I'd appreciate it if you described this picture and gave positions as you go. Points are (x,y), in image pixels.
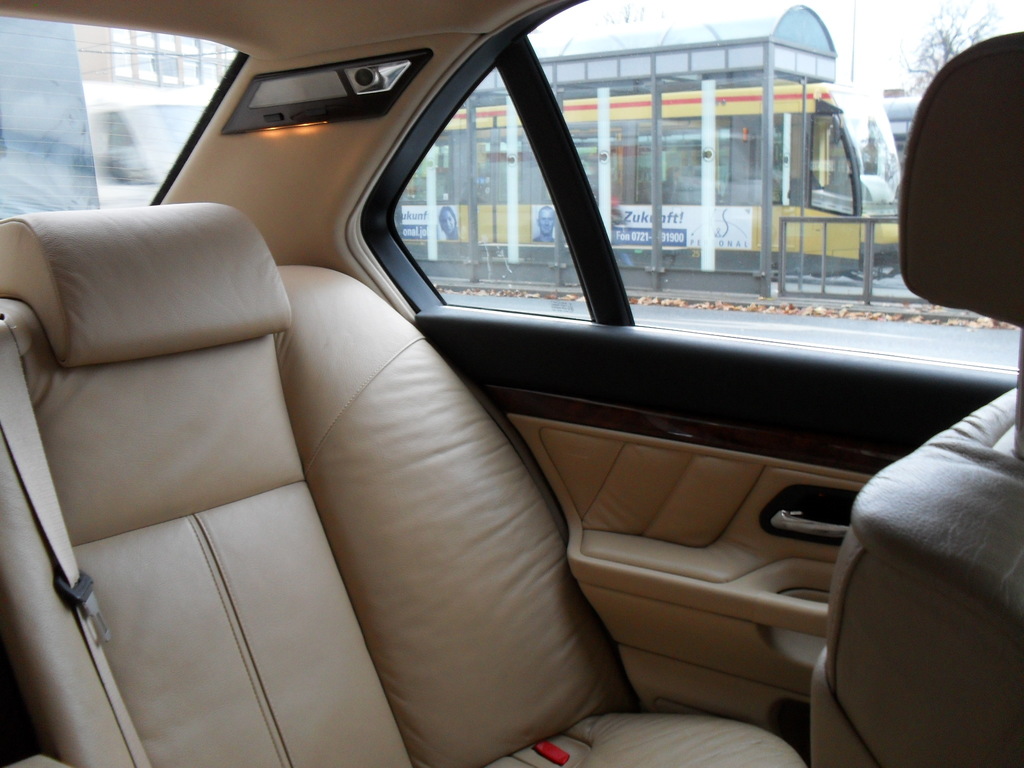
This is the inside view of a car (226,431) where we can see seat (121,618), side door (732,390) and glasses (55,139). Through the glasses (666,213) we can see building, poles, bus stop (628,166), bus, bare tree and sky (877,63).
